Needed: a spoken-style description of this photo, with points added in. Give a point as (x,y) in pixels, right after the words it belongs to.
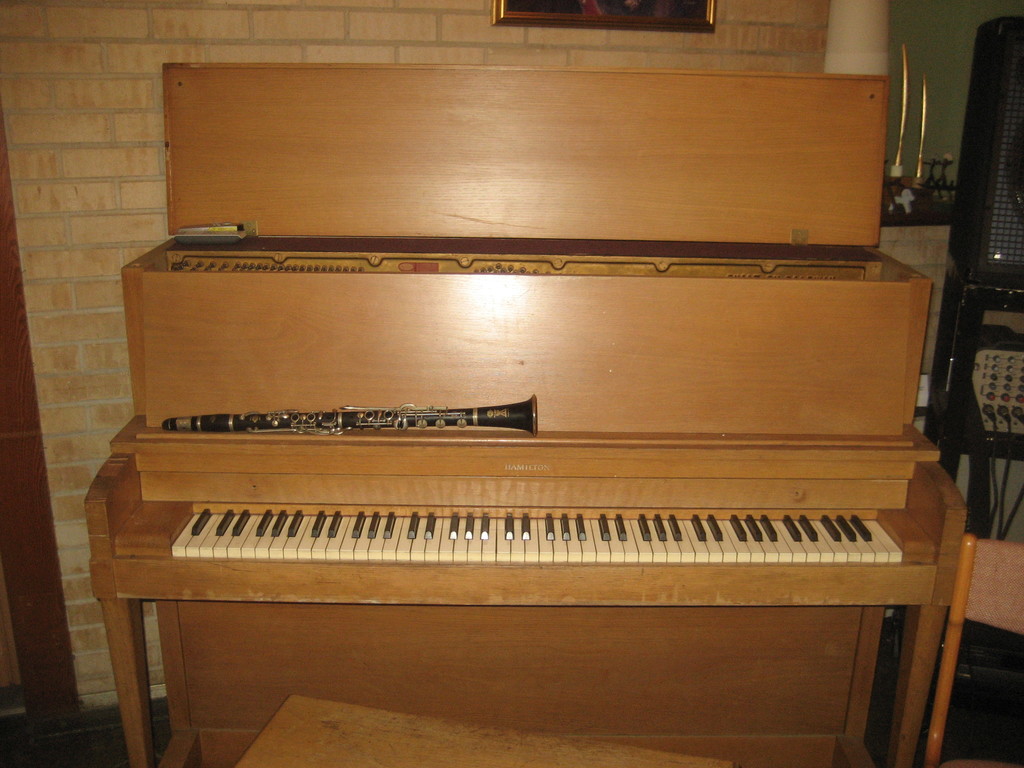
In this picture this brown color piano keyboard (560,532) is highlighted. On this brown color piano keyboard (590,457) there is a musical instrument (334,425). A picture (623,11) on wall (408,39). This is speaker (999,214) with stand (953,438).
